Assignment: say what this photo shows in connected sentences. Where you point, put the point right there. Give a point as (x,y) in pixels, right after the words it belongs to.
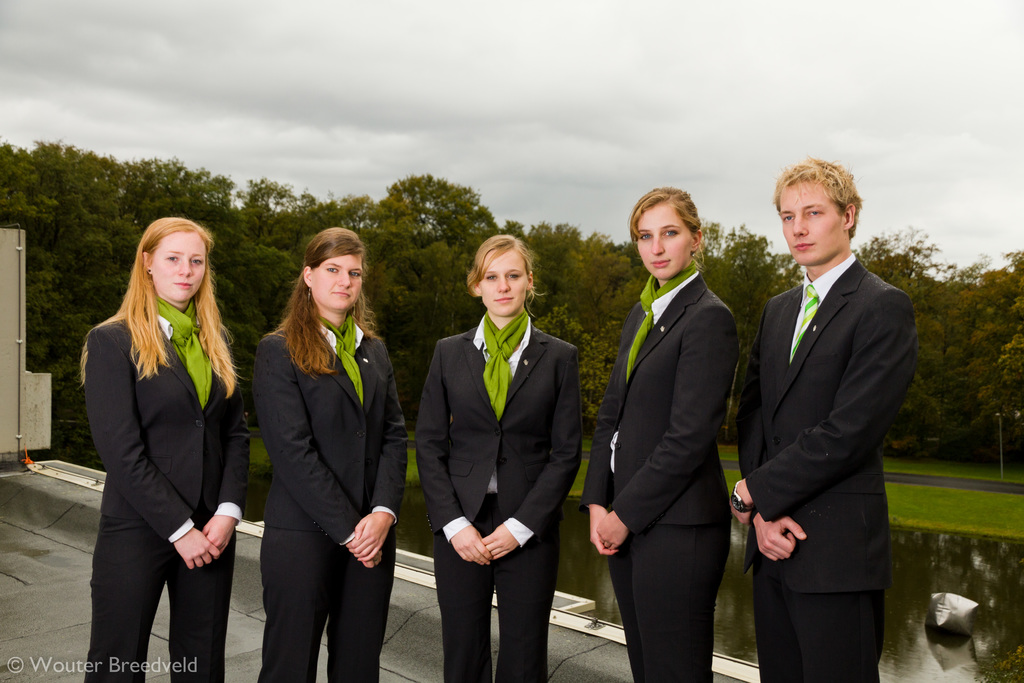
In this image there are four girls (467,388) who are wearing the suit (457,458) are standing on the floor (237,633). On the right side (761,353) there is a man (793,378). In the background (747,365) there are trees (423,179). At the top (427,61) there is the sky (417,45). Behind them there is a wall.
